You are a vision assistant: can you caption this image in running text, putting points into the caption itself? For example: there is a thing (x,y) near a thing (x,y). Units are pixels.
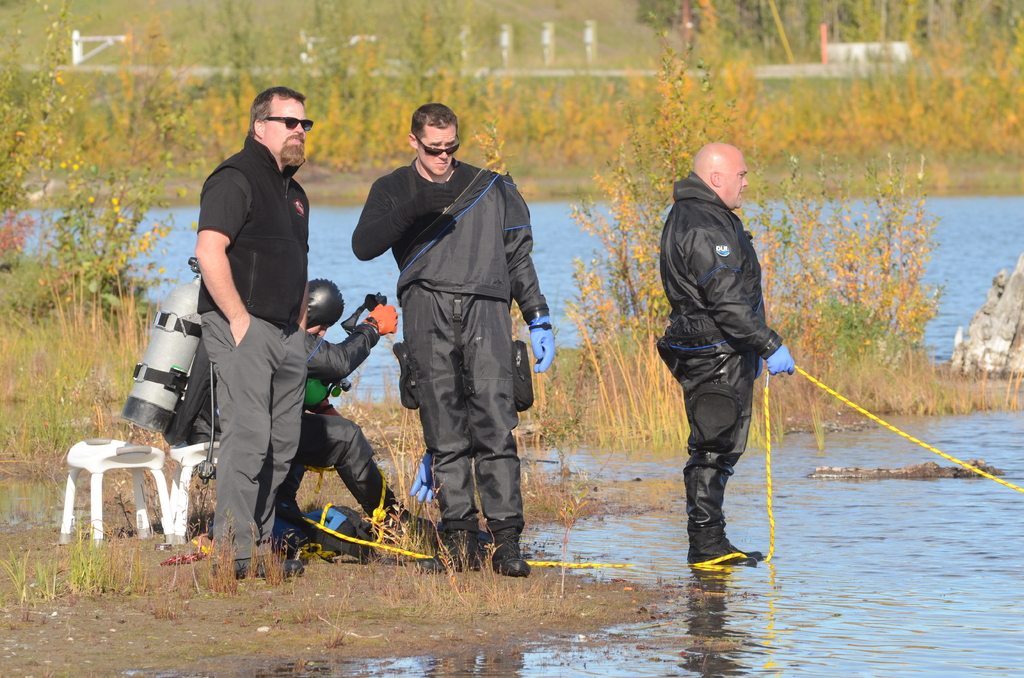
In this image we can see few people (445,347) standing and a person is sitting on the chair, a person (721,544) is holding a rope (820,386), and person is with an oxygen cylinder (168,408) and holding an object (385,299), there is an object (359,516) on the ground (370,566) looks like a backpack (358,529), in the background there are few plants (536,495) and water (373,275).
